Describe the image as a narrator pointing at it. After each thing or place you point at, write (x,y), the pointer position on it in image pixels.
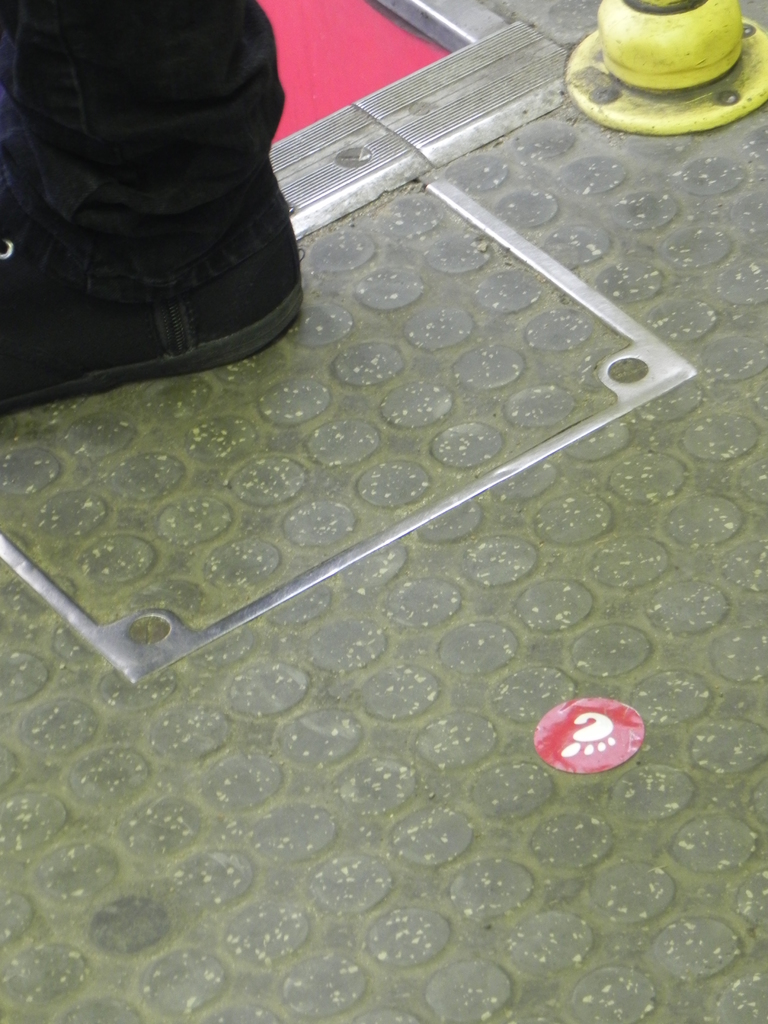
In this picture I can see a person leg (203,365) on the floor (384,473), there is a sticker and an object (599,87).
